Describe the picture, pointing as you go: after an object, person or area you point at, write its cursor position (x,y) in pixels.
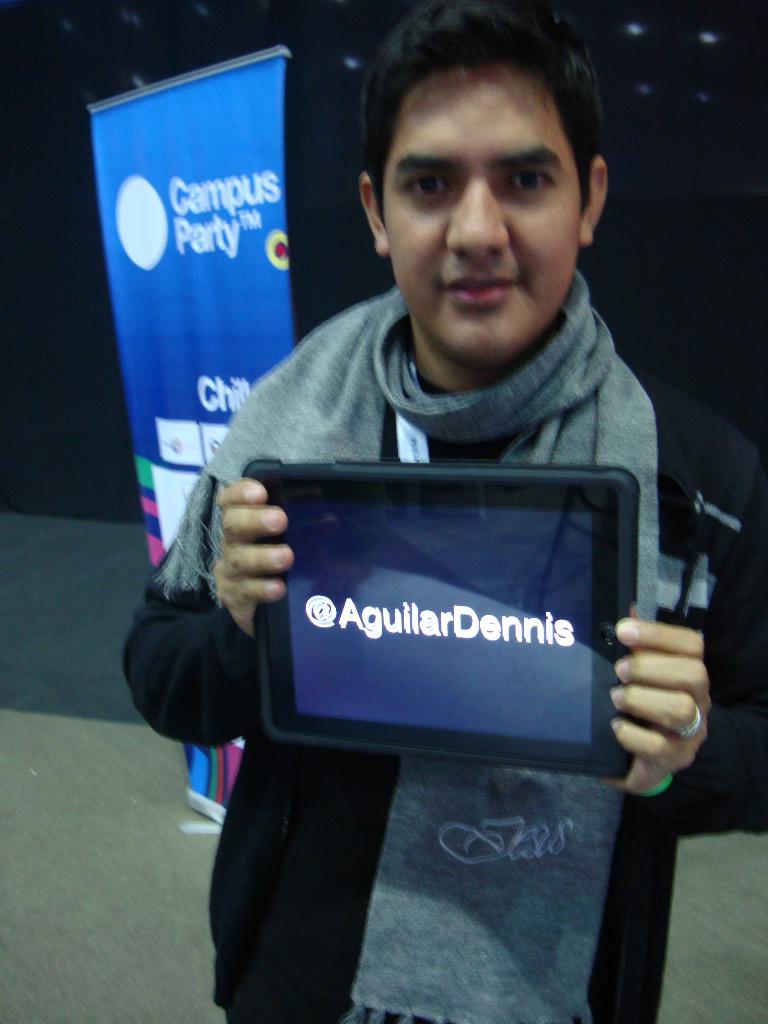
In the image there is a man (553,314) standing in the foreground (411,88), he is holding some gadget (395,564) with his hands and behind the man (425,429) there is a banner (277,110).
